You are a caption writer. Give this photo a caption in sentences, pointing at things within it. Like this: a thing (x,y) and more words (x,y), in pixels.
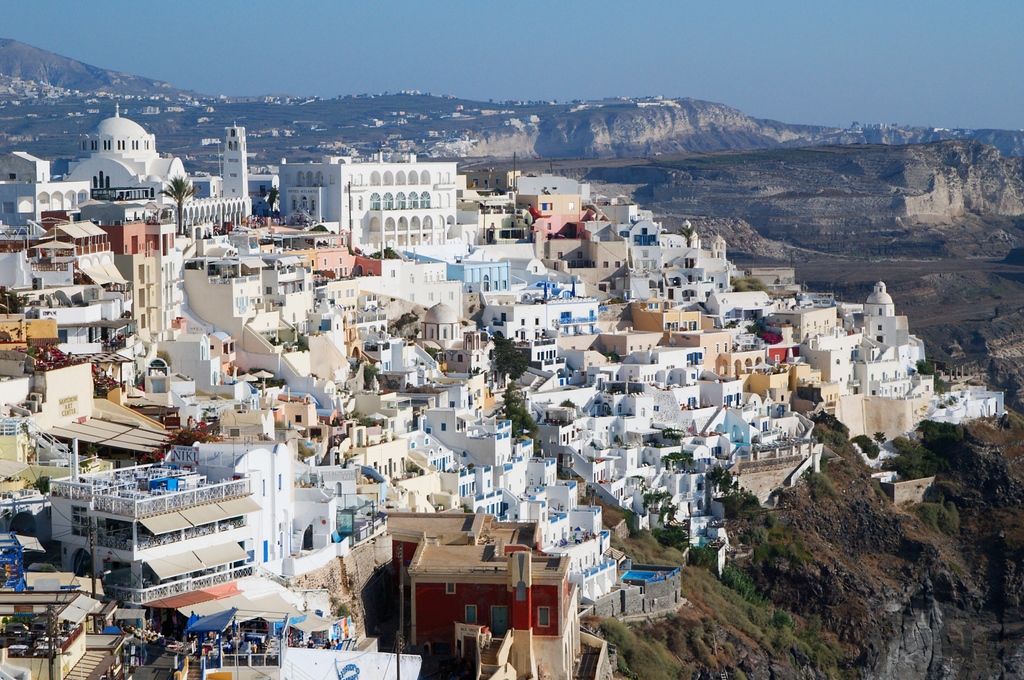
In the image in the center (354,263) we can see buildings (577,345), wall (383,289), trees (520,416), roof (62,596), windows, staircase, compound wall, poles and group of people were standing. In the background (474,93) we can see sky (693,33), hill (815,172), trees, buildings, grass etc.
